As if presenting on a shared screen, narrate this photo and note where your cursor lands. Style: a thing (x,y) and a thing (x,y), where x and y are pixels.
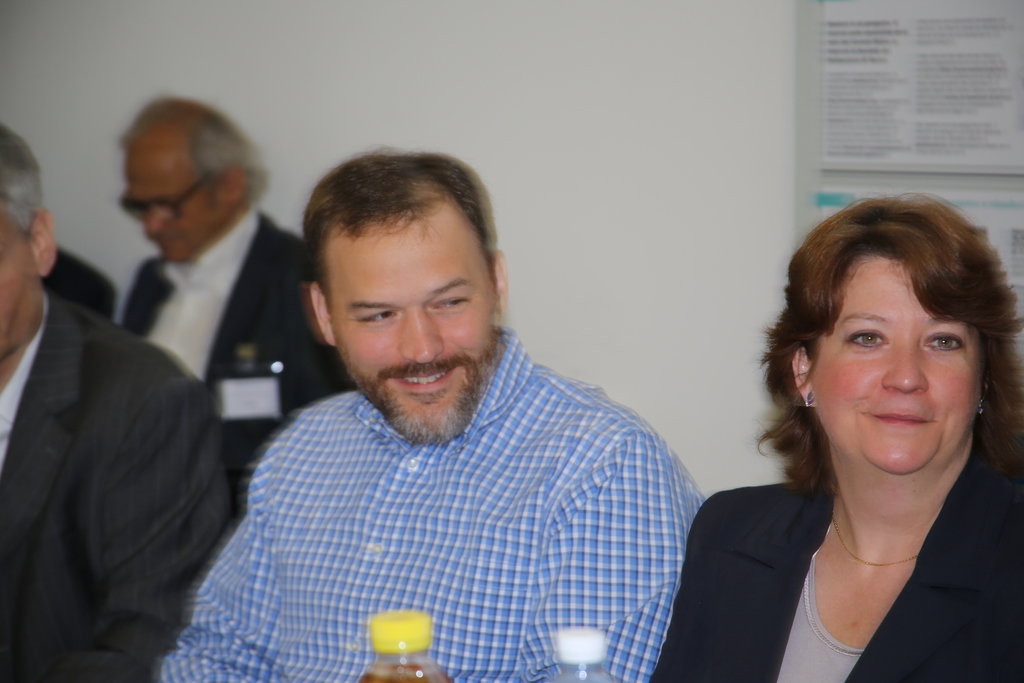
In this image in the front (497,472) there are persons (379,458) smiling and there are bottles (420,675). In the background (841,100) there is a frame (822,107) on the wall (732,85) with some text (847,108) written on it and there is a person (224,311).
